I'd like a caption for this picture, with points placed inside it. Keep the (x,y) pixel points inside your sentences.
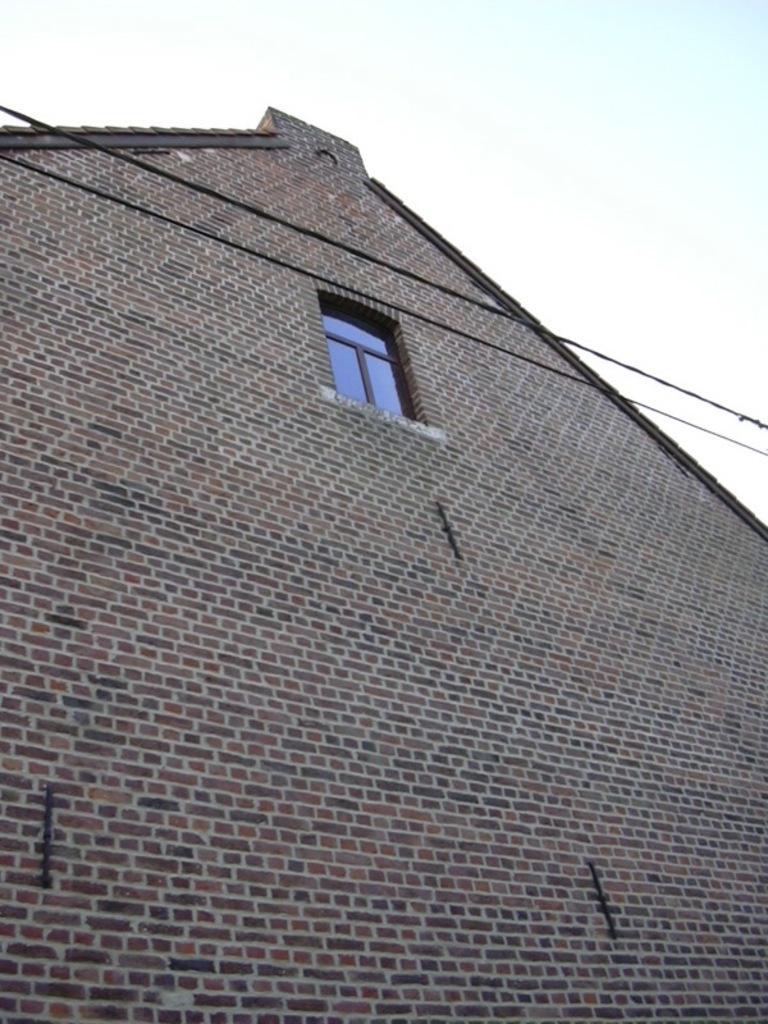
In this image in the center (381,376) there is one building (634,682) and a window (396,370), at the top of the image (399,96) there is sky (438,88).
